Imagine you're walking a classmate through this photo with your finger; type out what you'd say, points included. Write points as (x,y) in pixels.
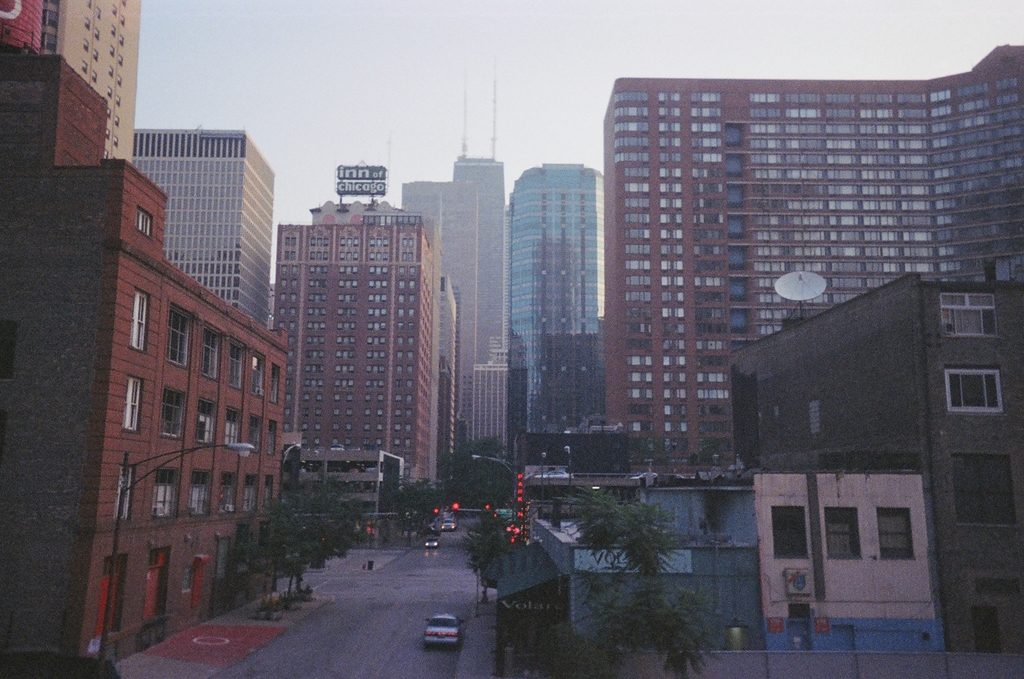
In this picture I can see vehicles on the road (430,596), there are poles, lights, trees (584,641), buildings (616,207), and in the background (414,74) there is sky (363,86).
